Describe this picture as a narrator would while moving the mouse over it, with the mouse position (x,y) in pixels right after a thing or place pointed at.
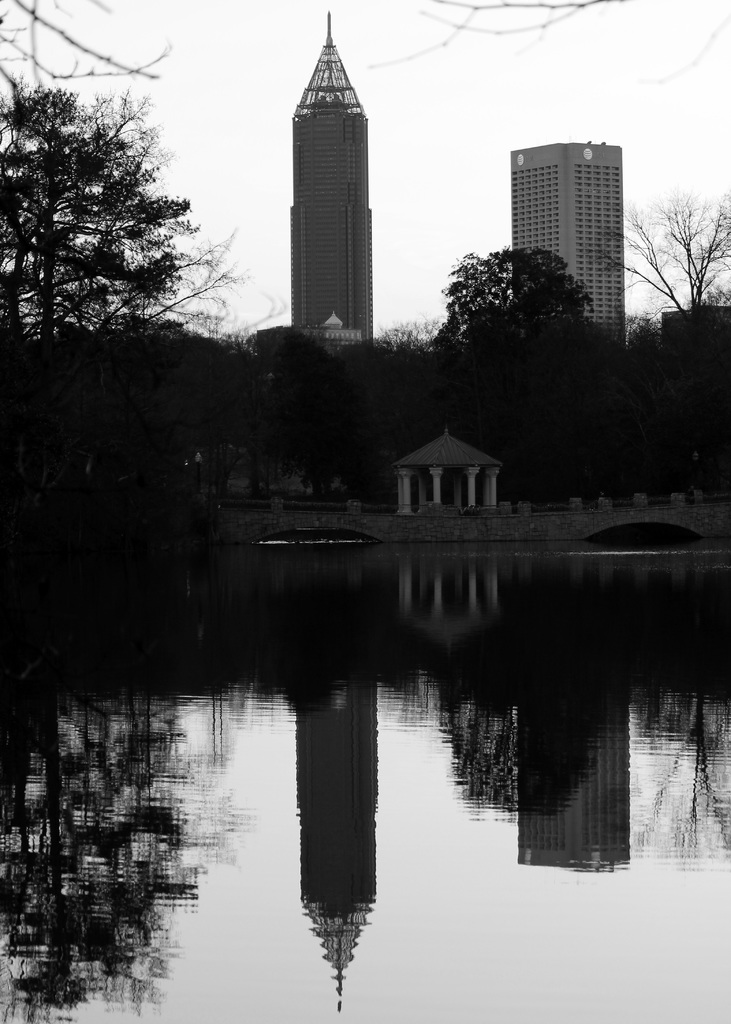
In the picture we can see the water surface (638,903) and far away from it, we can see the bridge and behind it, we can see the trees (29,153) and two tower buildings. In the background (237,118), we can see the sky (420,229).
